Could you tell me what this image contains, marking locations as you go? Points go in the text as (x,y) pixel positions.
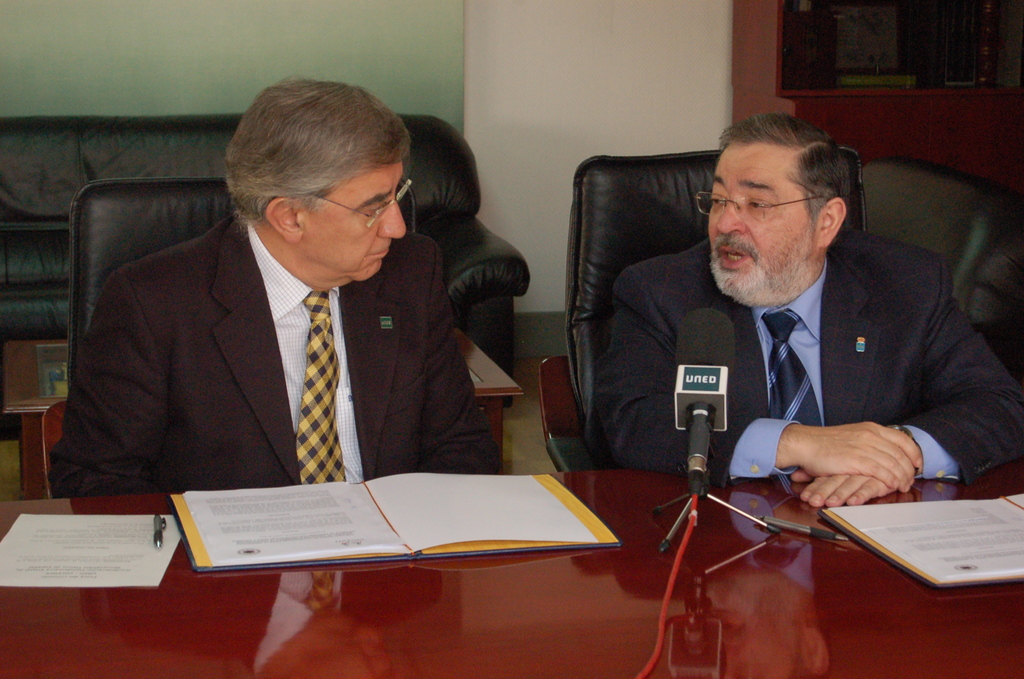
In the image we can see two men (439,351) sitting, wearing clothes (736,402), spectacles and they are talking to each other. Here we can see the couch (68,167) and table (643,598). On the table (485,642) we can see microphone (697,436), book (286,536), paper (74,574) and a pen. Here we can see the wall (489,53) and floor (511,443).
